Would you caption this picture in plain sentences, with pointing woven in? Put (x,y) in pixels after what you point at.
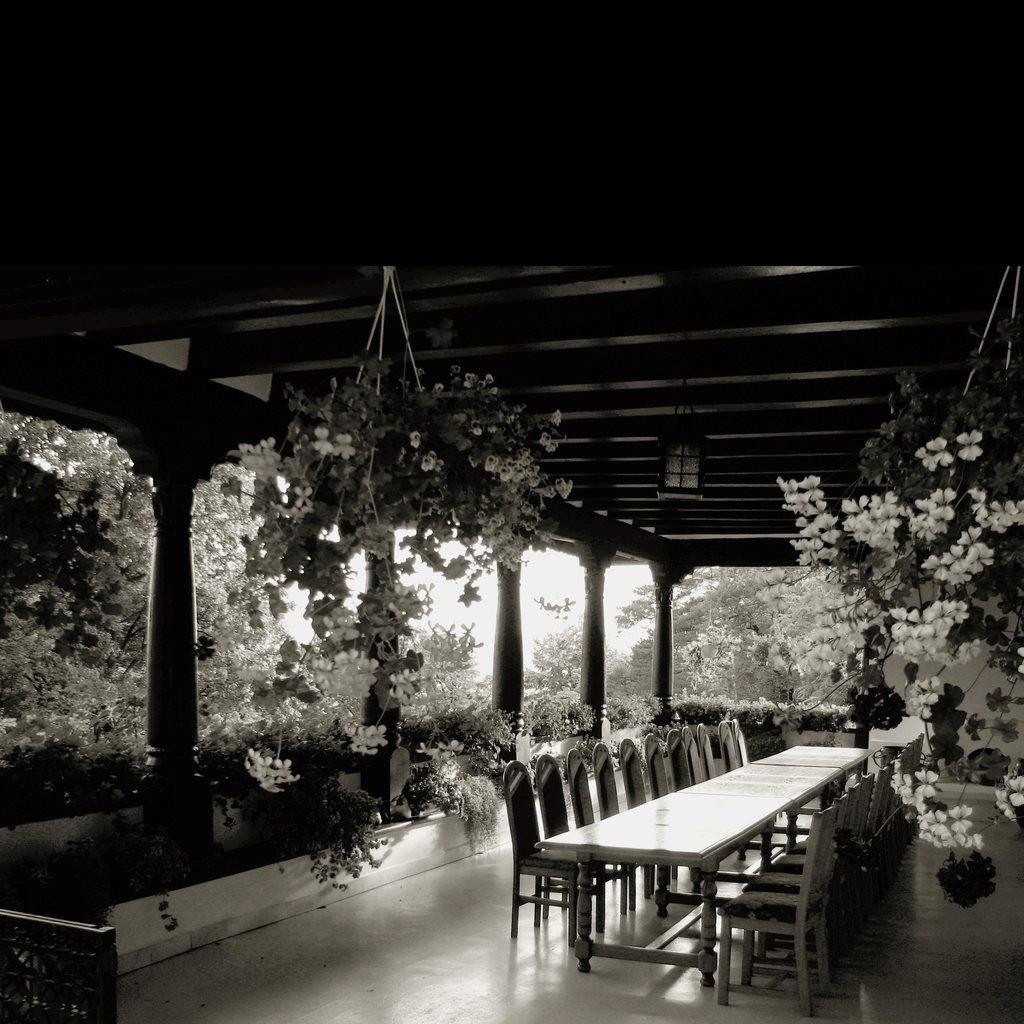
This is a black and white picture. At the bottom of the picture (524,795) there are chairs (564,819), table (705,847), plants (92,750) and wooden pillars (656,723). At the top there are flower pots (395,437) and plants (368,541). In the background (105,643) there are trees (16,703).
